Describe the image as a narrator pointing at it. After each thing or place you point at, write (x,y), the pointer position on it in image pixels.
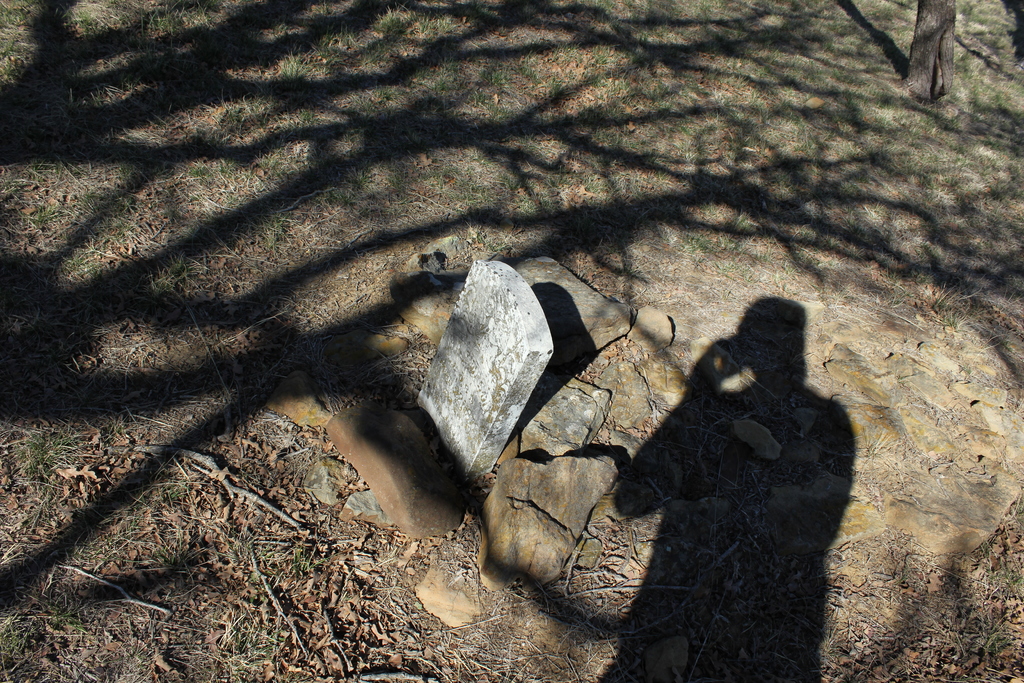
In this image there is a cemetery (493,391) on the land (748,179) having few rocks (409,463) and grass (940,131). Right top there is a tree trunk (924,85).
